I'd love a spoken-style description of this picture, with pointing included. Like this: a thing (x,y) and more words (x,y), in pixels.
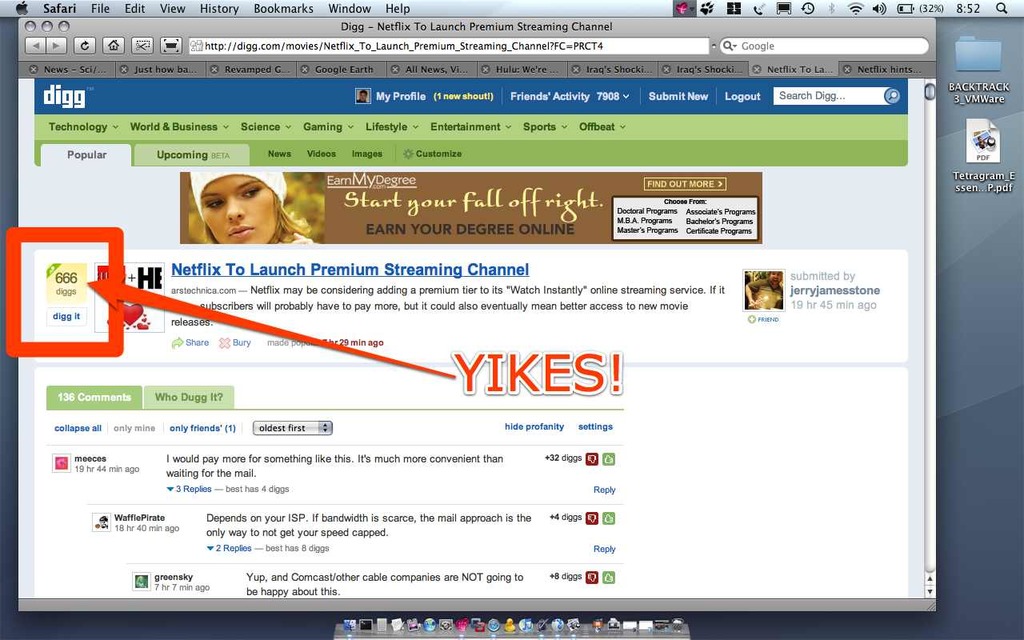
In this picture we can see a web page (279,306), we can see some text (603,126) and tags (588,130) here, we can see a depiction (257,215) of a person (257,212), there are some icons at the bottom (630,623).
